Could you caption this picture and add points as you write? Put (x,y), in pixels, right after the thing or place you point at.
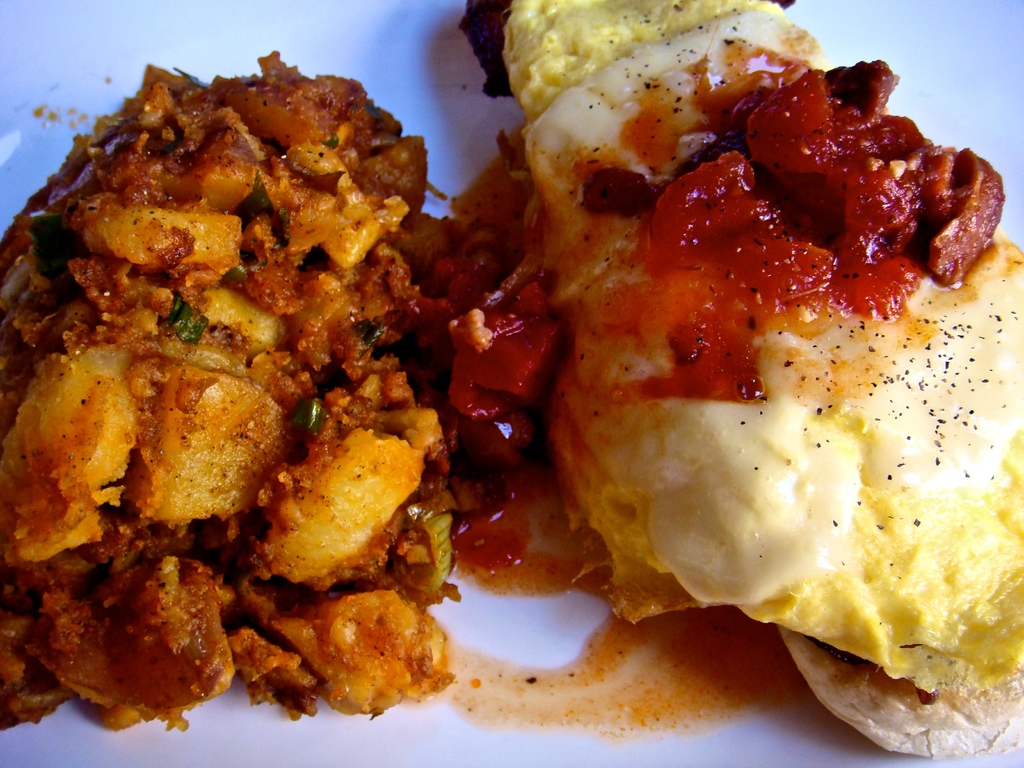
In this image there is a food item (430,486) on the white color surface (495,611).
